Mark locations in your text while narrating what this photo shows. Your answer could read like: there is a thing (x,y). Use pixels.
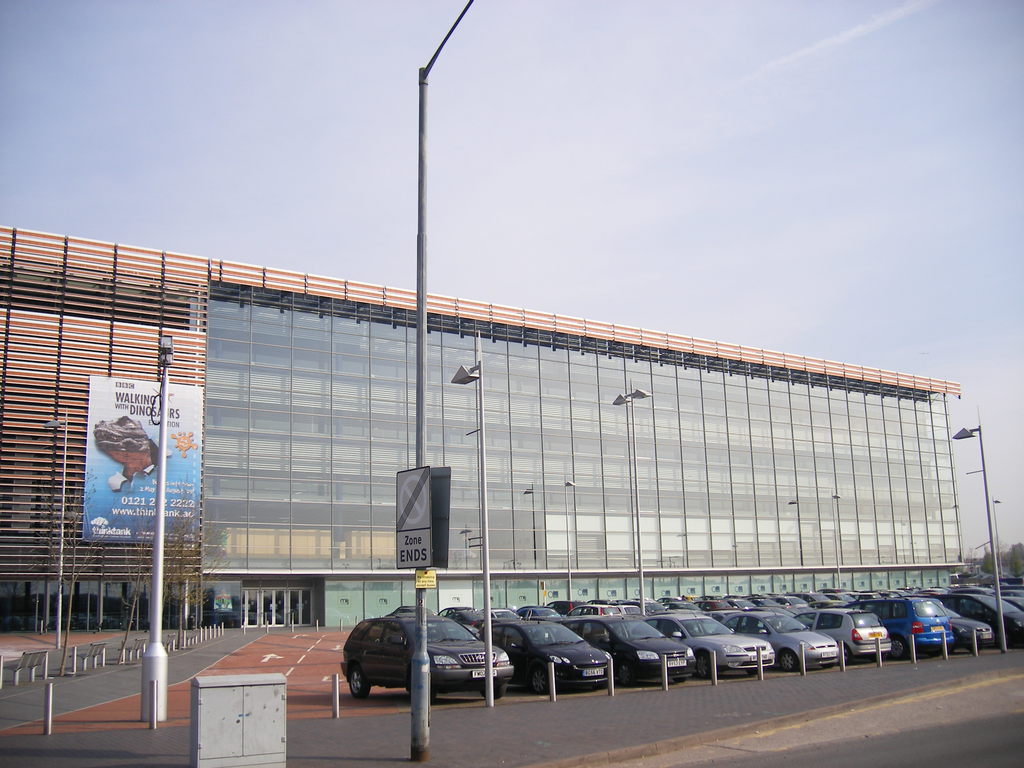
In this picture we can see there are poles (103,659), vehicles (635,627) on the path (249,661) and an object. Behind the vehicles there is a building (66,362) with a hoarding (176,460). On the right side of the building (719,409) there are trees (1008,547).
